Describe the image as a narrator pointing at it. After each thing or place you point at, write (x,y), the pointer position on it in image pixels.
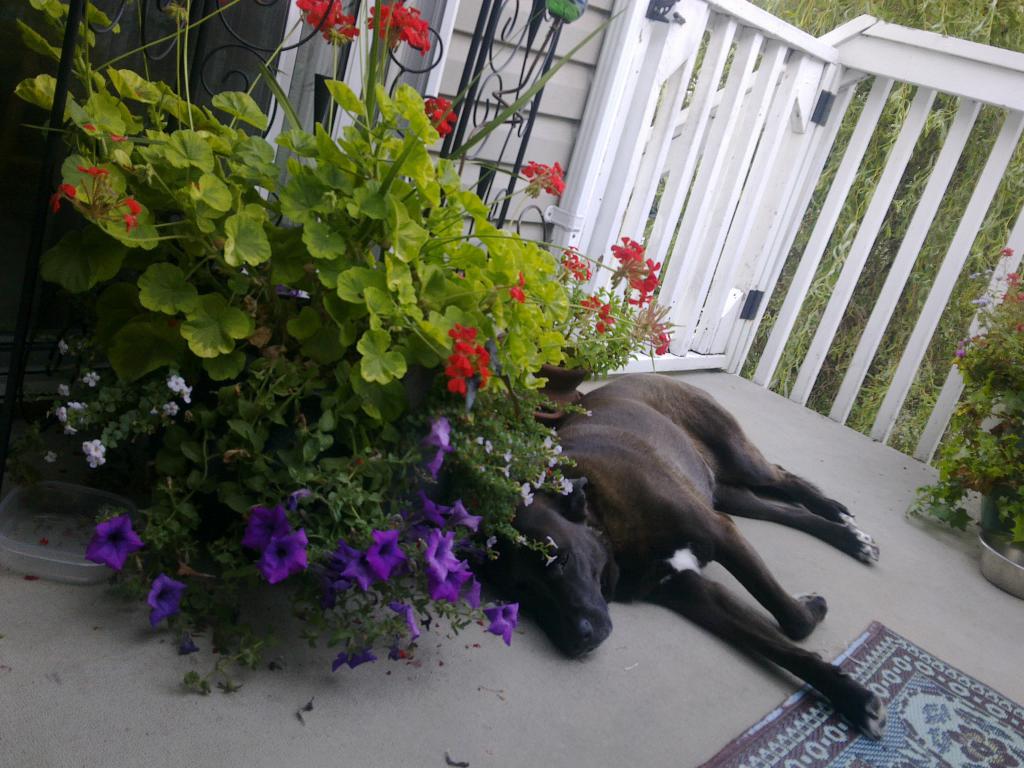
In this image we can see a dog (771,505) in black color is laying on the floor (771,677). On the left side of the image (128,178) we can see group of flowers (95,178) on different plants (163,436). In the background (646,153), we can see wooden fence (817,119) and some trees (1005,198) and a carpet (860,757) on the floor (812,446).
